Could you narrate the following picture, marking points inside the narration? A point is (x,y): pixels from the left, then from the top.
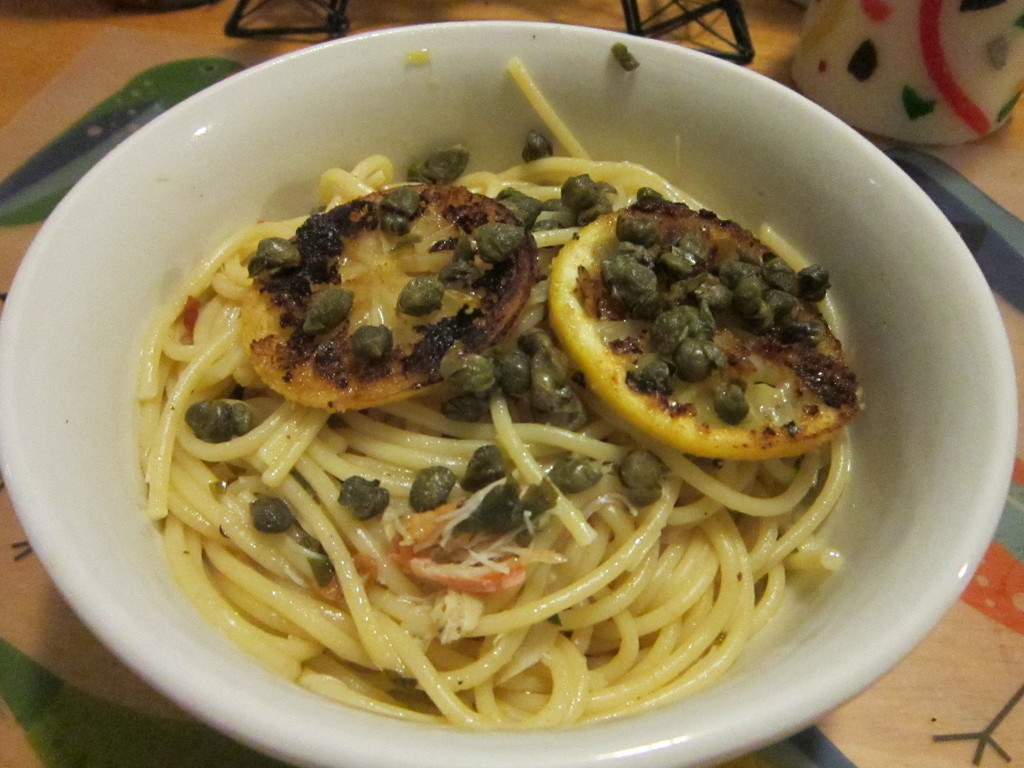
In the image we can see bowl (805,606), white in color. In the bowl (496,659) we can see food item (506,491).
